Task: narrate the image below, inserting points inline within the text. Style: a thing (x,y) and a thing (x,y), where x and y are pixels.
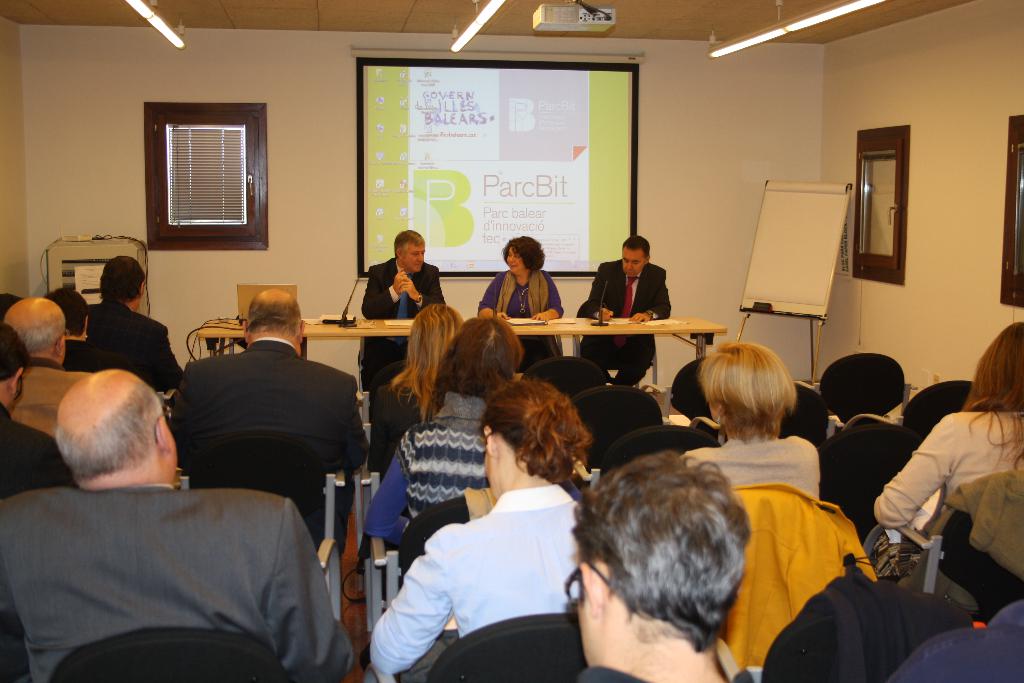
At the top of the image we can see three persons (438,288) sitting on the chairs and a table (321,321) is placed in front of them. On the table (577,320) there are mics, papers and laptop (254,297). Behind the persons (535,255) we can see walls (309,156), printing machine (75,247), projector display (587,90) and a board (785,238). At the bottom of the image (77,587) we can see a crowd (109,573) sitting on the chairs (701,401).
